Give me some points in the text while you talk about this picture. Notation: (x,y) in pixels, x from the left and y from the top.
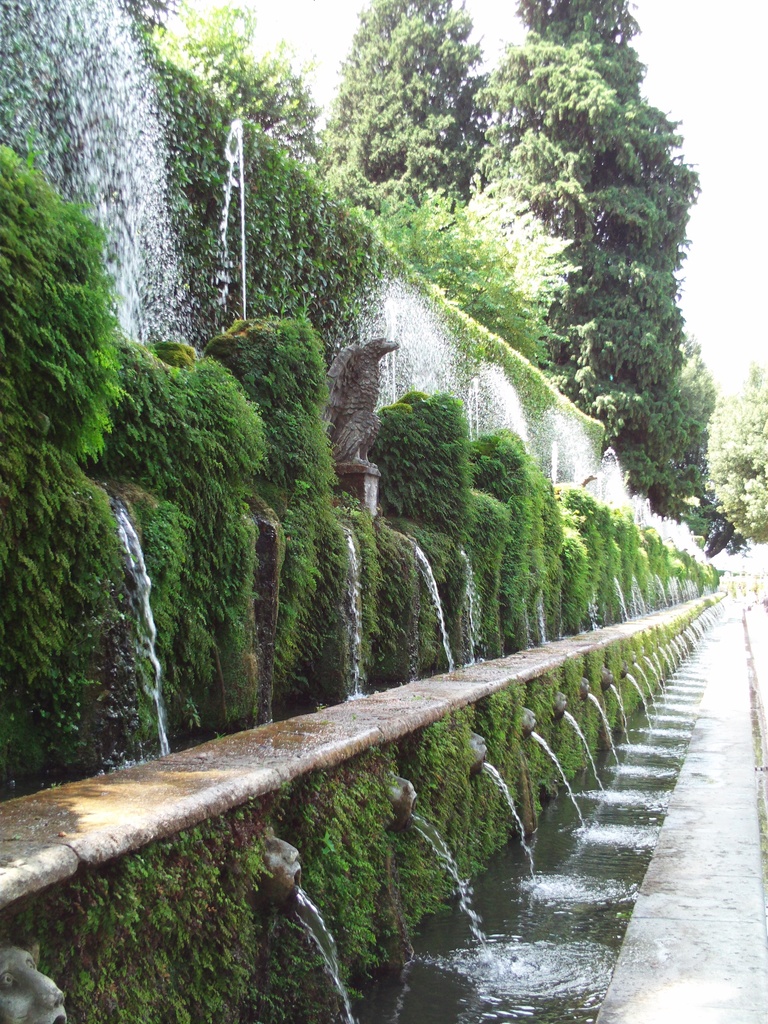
In this image we can see many trees (492,172) and plants (459,522). There is a wall (330,305) in the image.
